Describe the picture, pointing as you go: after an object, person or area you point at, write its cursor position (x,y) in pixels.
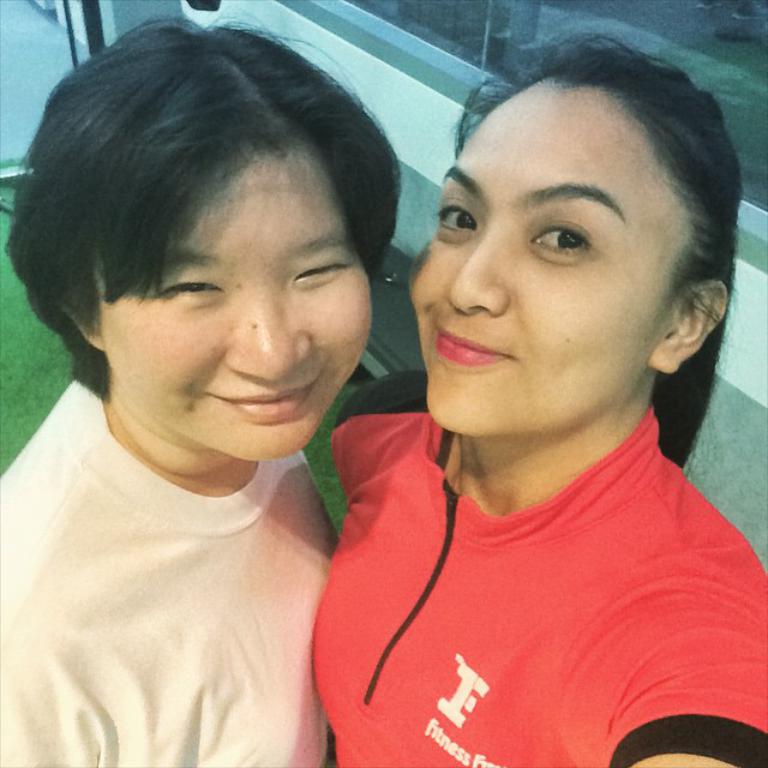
In the picture I can see a woman (149,635) wearing white color T-shirt (274,576) is on the left side of the image (208,452) and a woman (412,594) wearing red color T-shirt (494,587) is on the right side of the image (583,728). They both are smiling. In the background (6,301), we can see the green color floor (15,327) and the glass windows (709,21).
